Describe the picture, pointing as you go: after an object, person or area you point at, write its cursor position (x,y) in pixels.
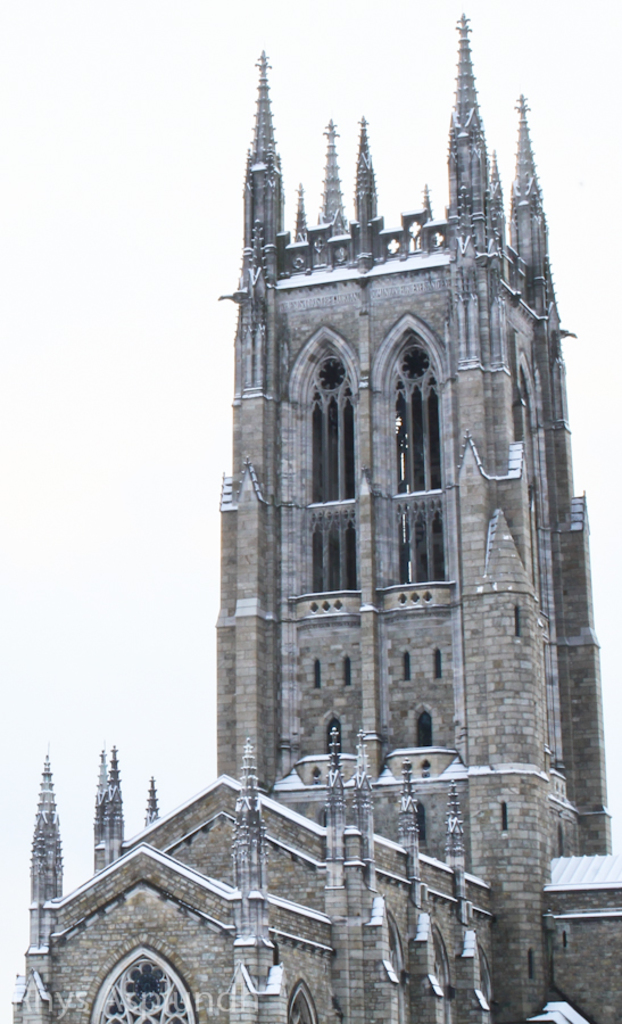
In this picture I can see a building (397,799) with windows (345,551) and pillars (376,752).
